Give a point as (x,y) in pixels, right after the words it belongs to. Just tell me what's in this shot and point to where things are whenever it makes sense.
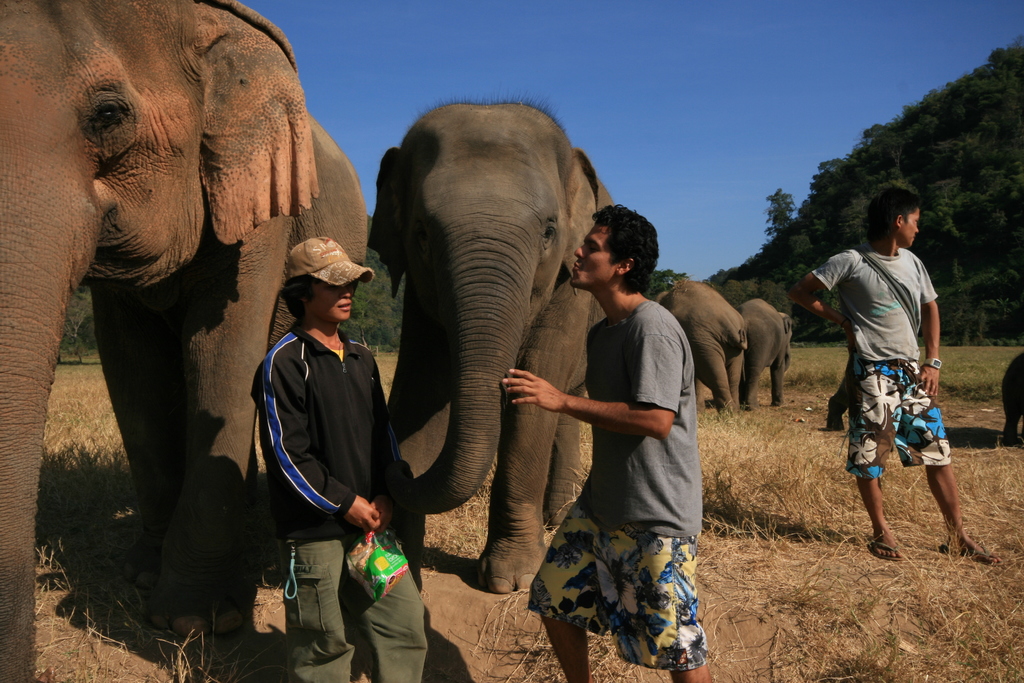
In this given picture, there are elephants (443,222) and some people (608,395) standing here. In the background (791,239), there are some trees (883,143) and sky (714,76) here.
